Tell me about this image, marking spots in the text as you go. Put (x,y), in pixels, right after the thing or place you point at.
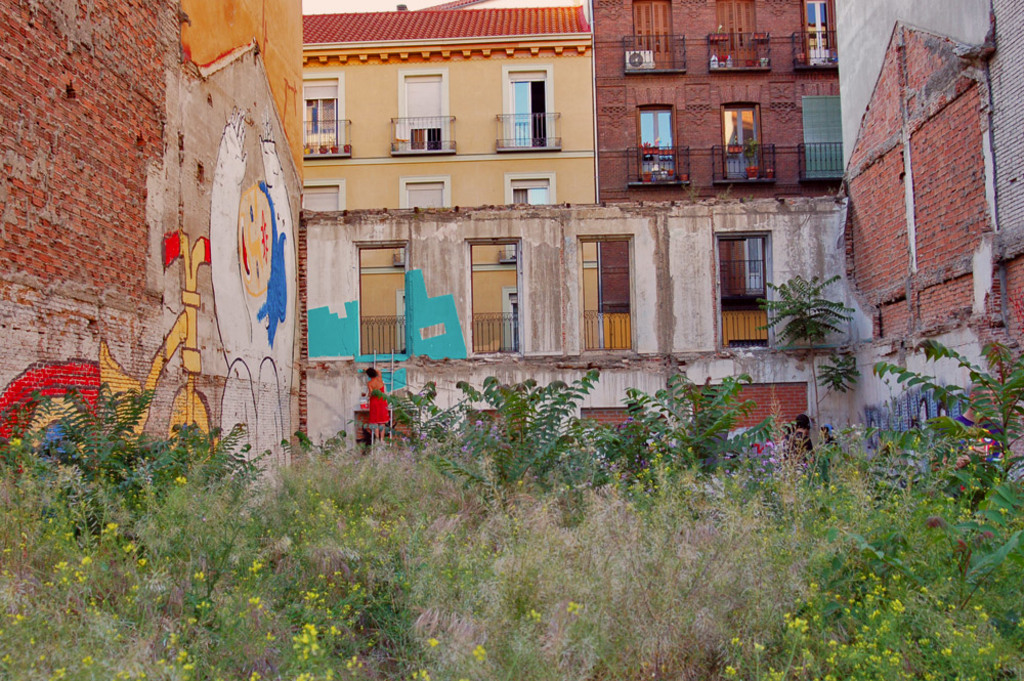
In this image we can see the buildings (811,269), railing (454,124), trees (522,434) and also the plants (510,590). We can also see the painting (258,419) on the wall (97,293) which is on the left (201,271).
